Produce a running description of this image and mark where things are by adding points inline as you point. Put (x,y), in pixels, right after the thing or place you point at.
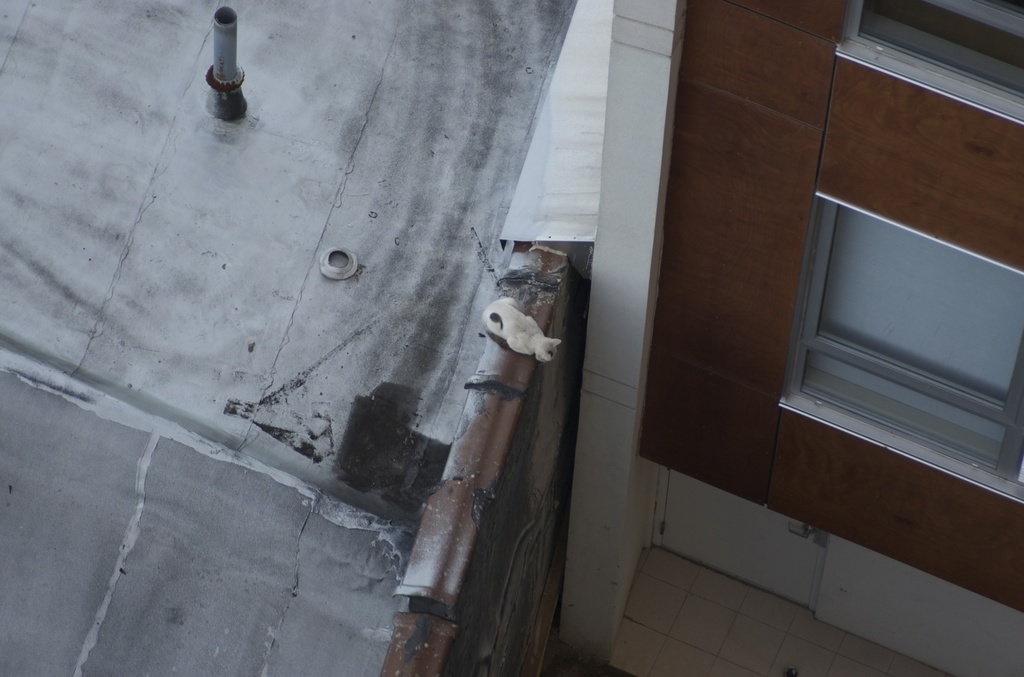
In the picture I can see an object (234,112) is attached to the wall (497,591). I can also some other objects (700,495) in the image.
